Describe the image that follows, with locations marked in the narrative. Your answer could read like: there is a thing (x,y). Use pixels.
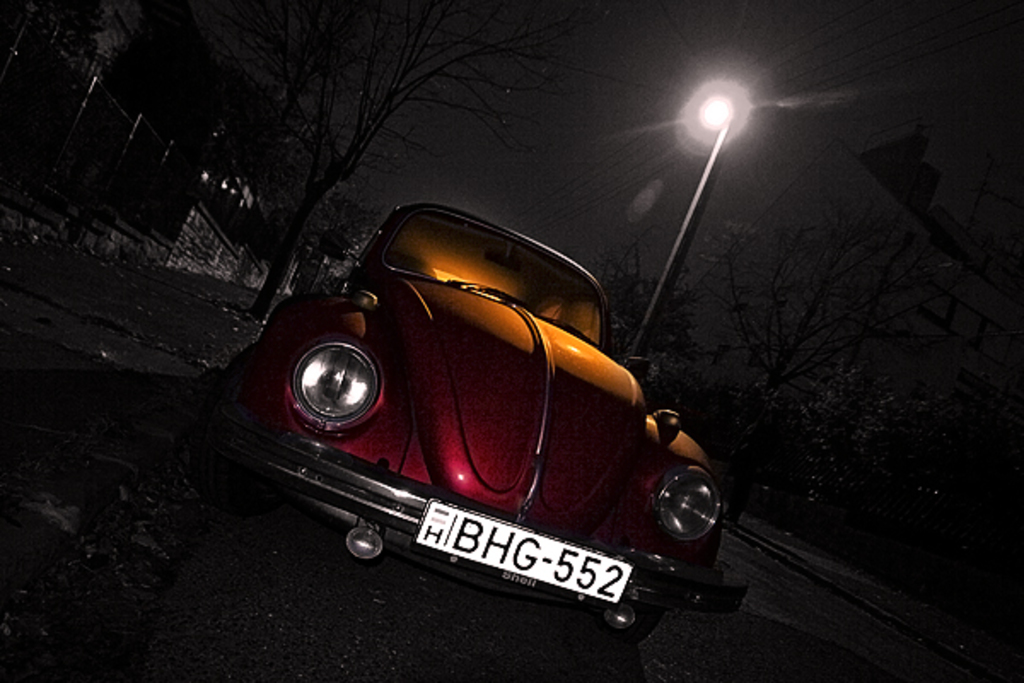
In this image in the front (416,419) there is a car (354,422) with some text (502,548) and numbers (550,574) written on it. In the background (736,284) there are trees (741,307), there is a light pole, there is a fence (94,169) and there are buildings (976,337).
